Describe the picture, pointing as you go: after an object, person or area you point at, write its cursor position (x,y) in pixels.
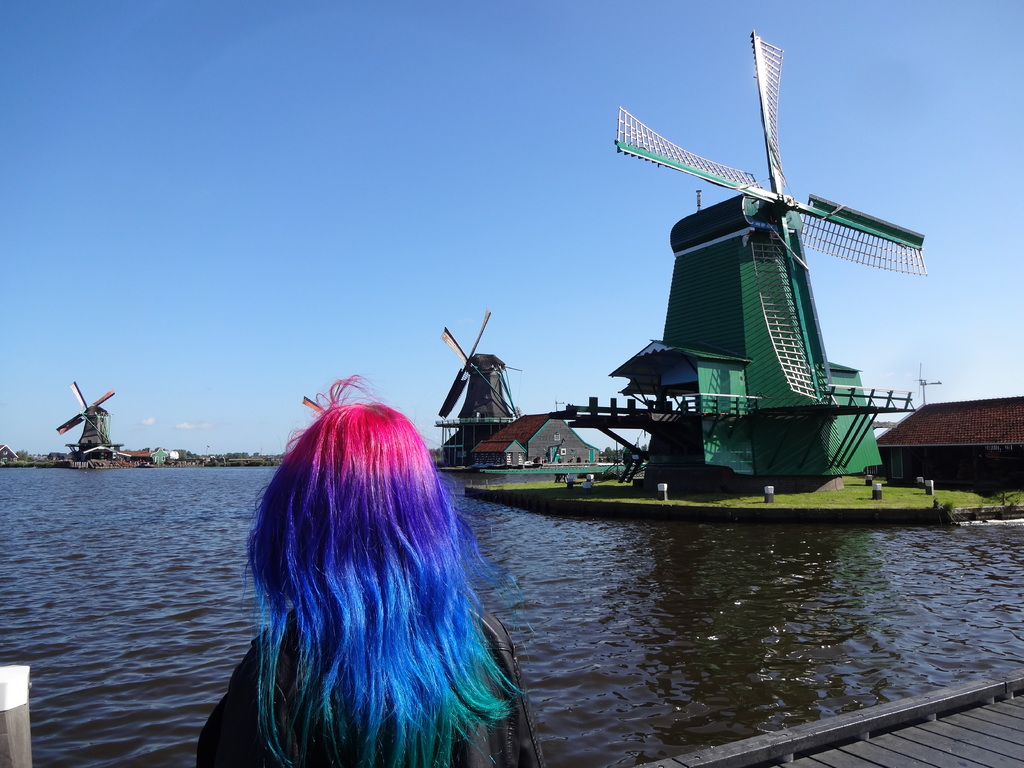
In the center of the image (427,511) we can see a lady (416,689) standing. In the background (504,432) there are windmills (455,432) and sheds (562,440). At the bottom (752,644) there is water (138,581). In the background (287,223) there is sky (447,156).
